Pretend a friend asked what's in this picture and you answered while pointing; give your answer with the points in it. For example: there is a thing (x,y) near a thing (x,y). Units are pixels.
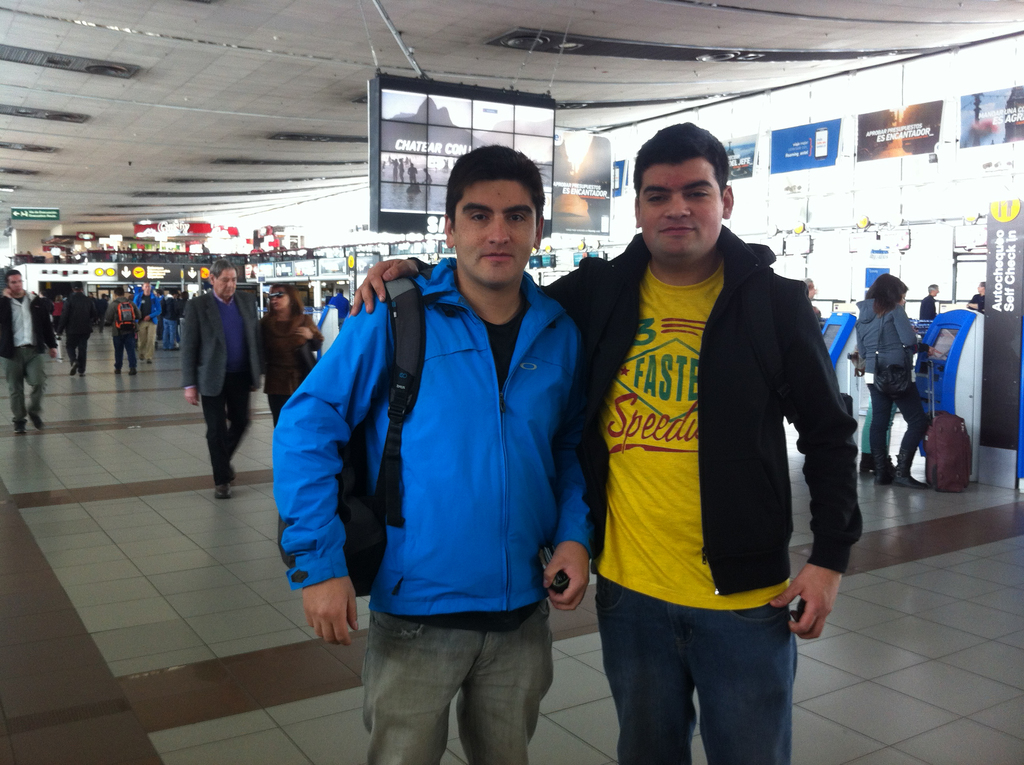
In the middle of the image (364,389) two persons (490,208) are standing and smiling. Behind them few people (63,329) are walking and standing. At the top of the image (514,44) there is ceiling (467,69), on the ceiling (455,75) there are some screens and sign boards (999,100) and banners (567,164).
